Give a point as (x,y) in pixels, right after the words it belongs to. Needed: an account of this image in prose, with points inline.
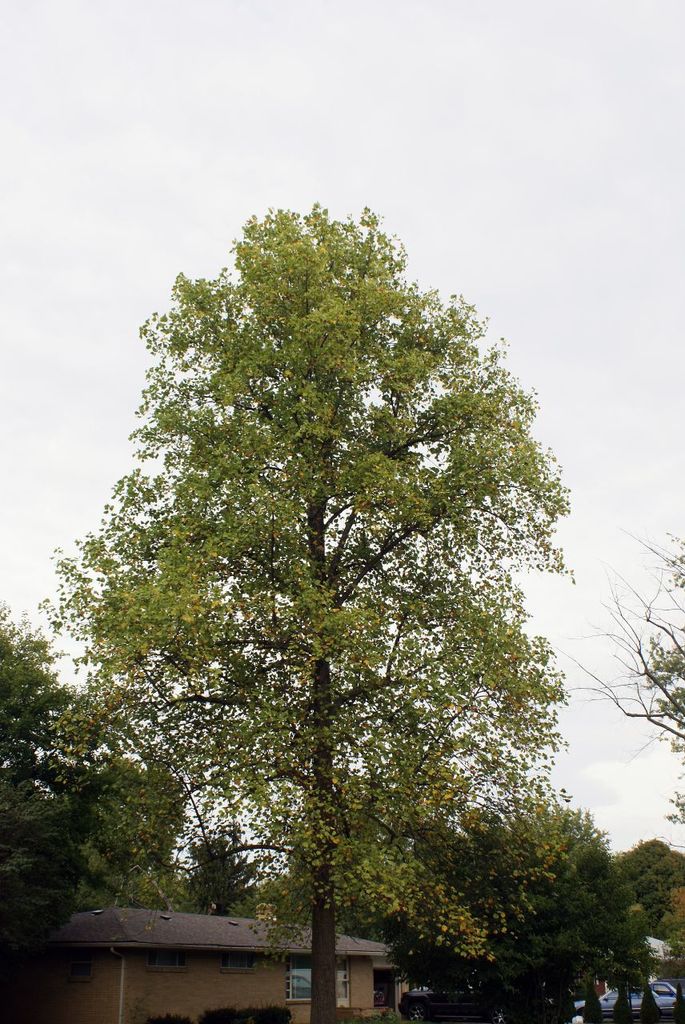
In the center of the image (286,545) there are trees (321,787). At the bottom (359,966) we can see a house (349,968) and cars (658,985). At the top (251,146) there is sky (240,185).
